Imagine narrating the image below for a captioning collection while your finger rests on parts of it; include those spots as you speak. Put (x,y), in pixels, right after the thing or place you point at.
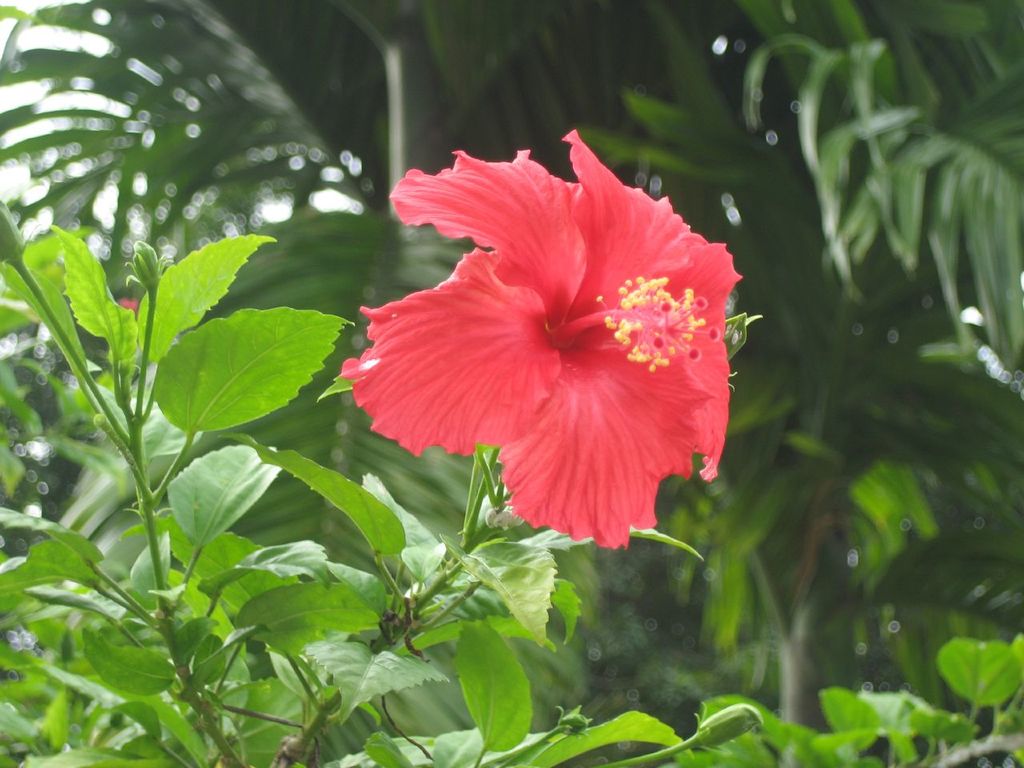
In this picture we can see flower (386,426), leaves (408,529) and stems (562,725). In the background of the image (711,54) it is blurry and we can see tree (363,56).
